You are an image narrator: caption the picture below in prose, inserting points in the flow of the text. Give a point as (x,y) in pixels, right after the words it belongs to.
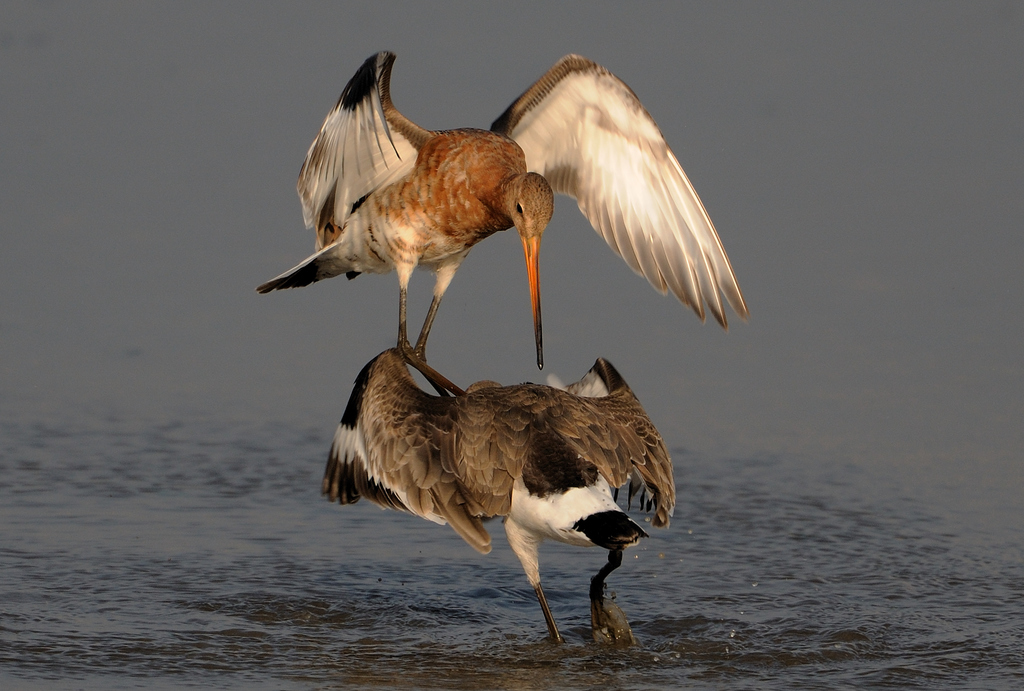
As we can see in the image there are birds (534,448), water (246,448) and sky (235,143).
